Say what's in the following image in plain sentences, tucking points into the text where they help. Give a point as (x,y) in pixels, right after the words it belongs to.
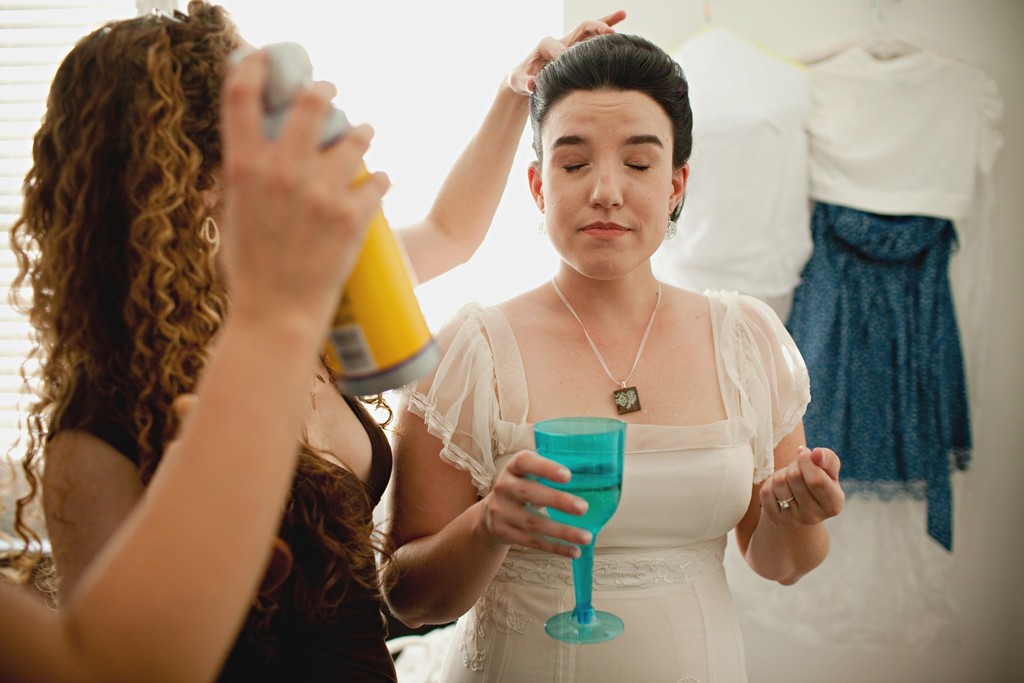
in this image there are two persons (538,327). The person (187,45) standing at the front (287,486) is holding the bottle (388,372), the person (483,504) with white is holding the glass (575,571). At the back (713,149) there are dress (885,292) hanging to the hanger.
